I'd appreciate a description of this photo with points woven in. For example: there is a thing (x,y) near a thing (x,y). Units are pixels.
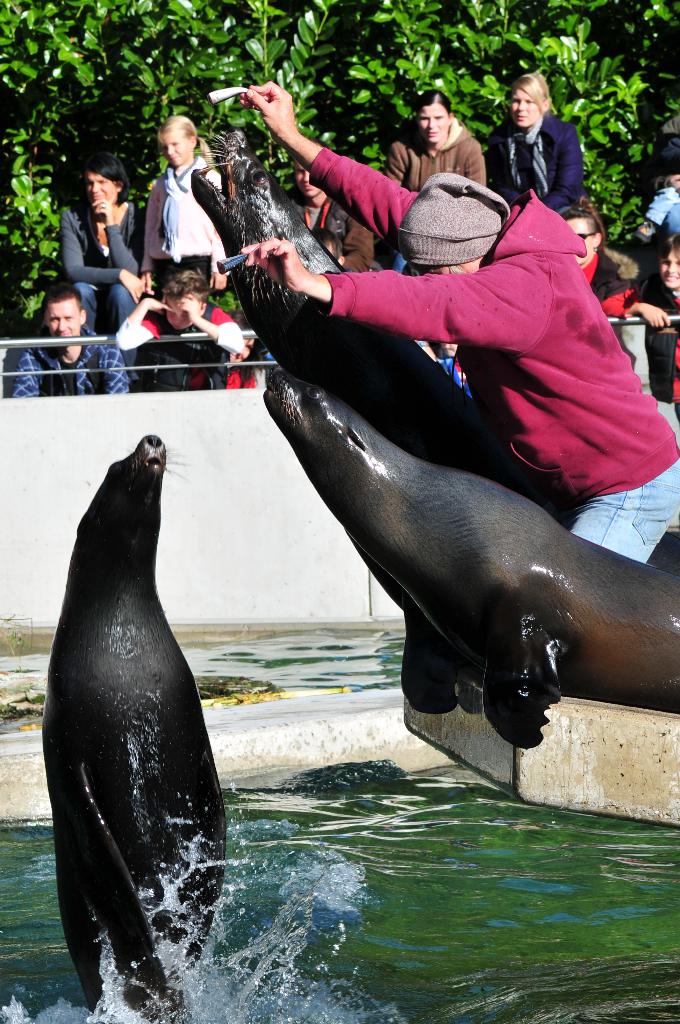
In this picture there are people (455,122), among them there is a person (433,258) holding objects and we can see sea lions (311,479), water (237,635) and wall (198,520). In the background of the image (236,4) we can see leaves (643,64).
